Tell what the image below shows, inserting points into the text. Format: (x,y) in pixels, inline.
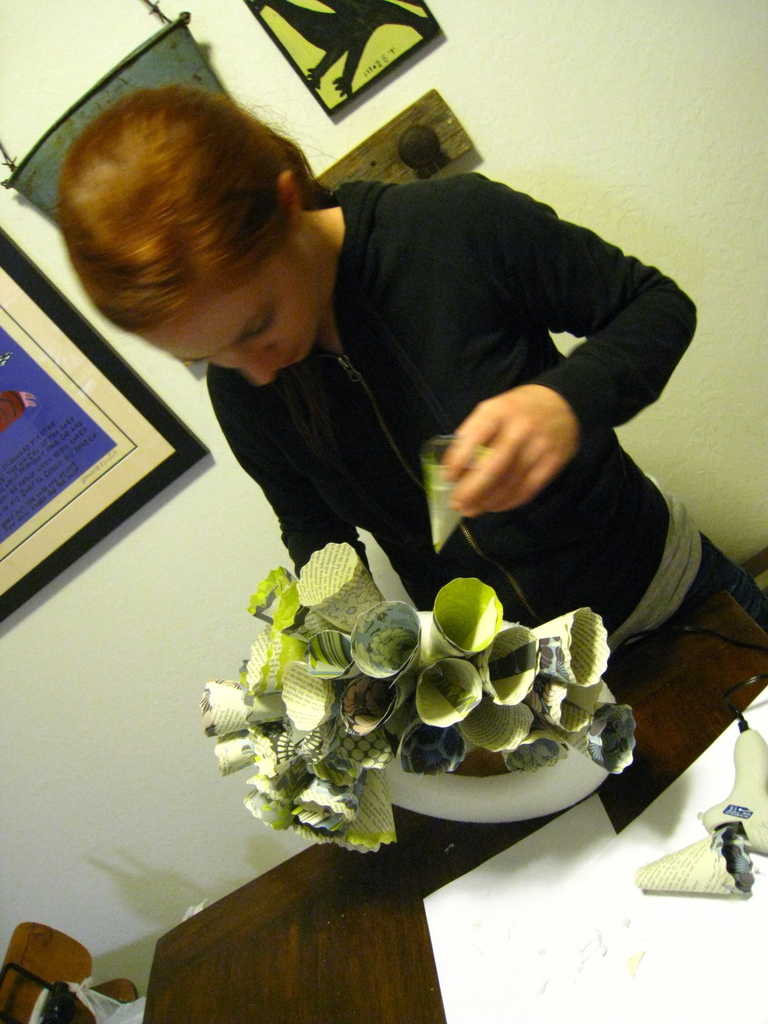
In the picture we can see a woman (694,523) standing near the table (620,656) and arranging some cones (442,757) and she is with a black color jacket (614,579) and behind her we can see a wall (616,50) with some photo frames (61,316) to it.
